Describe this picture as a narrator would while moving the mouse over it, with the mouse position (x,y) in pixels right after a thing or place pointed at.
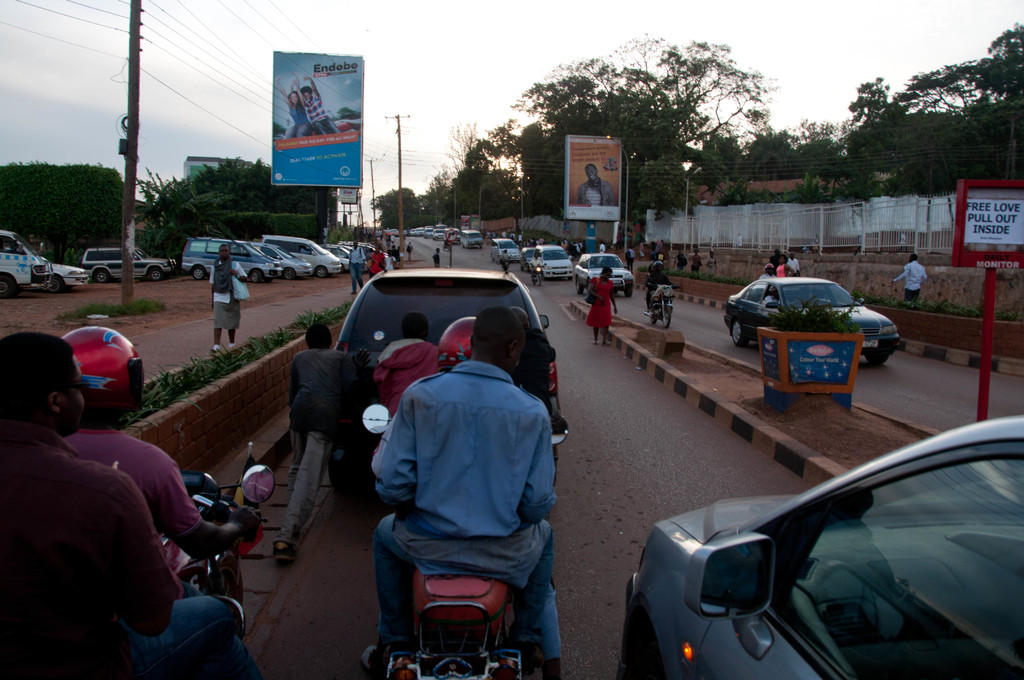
In this image I can see many vehicles (888,453) on the road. Background I can see few persons (355,280) walking wearing bag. I can also see banner (340,99) in blue and white color, trees (164,232) in green color, few electric poles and sky (505,33) in white color.
